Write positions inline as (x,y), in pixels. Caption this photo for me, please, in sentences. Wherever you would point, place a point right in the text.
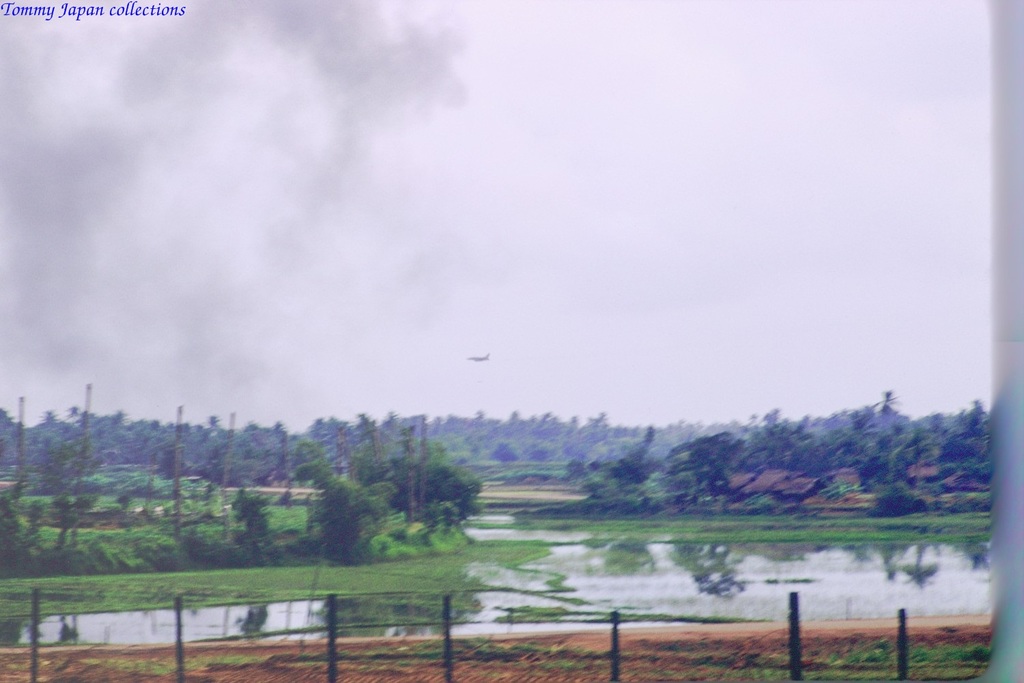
In this image I can see few black colored poles (614,636), the ground (480,675), the water (592,593), some grass (427,595) and few trees (289,463). In the background (433,341) I can see the sky (439,285) and an object (479,356) flying in the air (487,327).
